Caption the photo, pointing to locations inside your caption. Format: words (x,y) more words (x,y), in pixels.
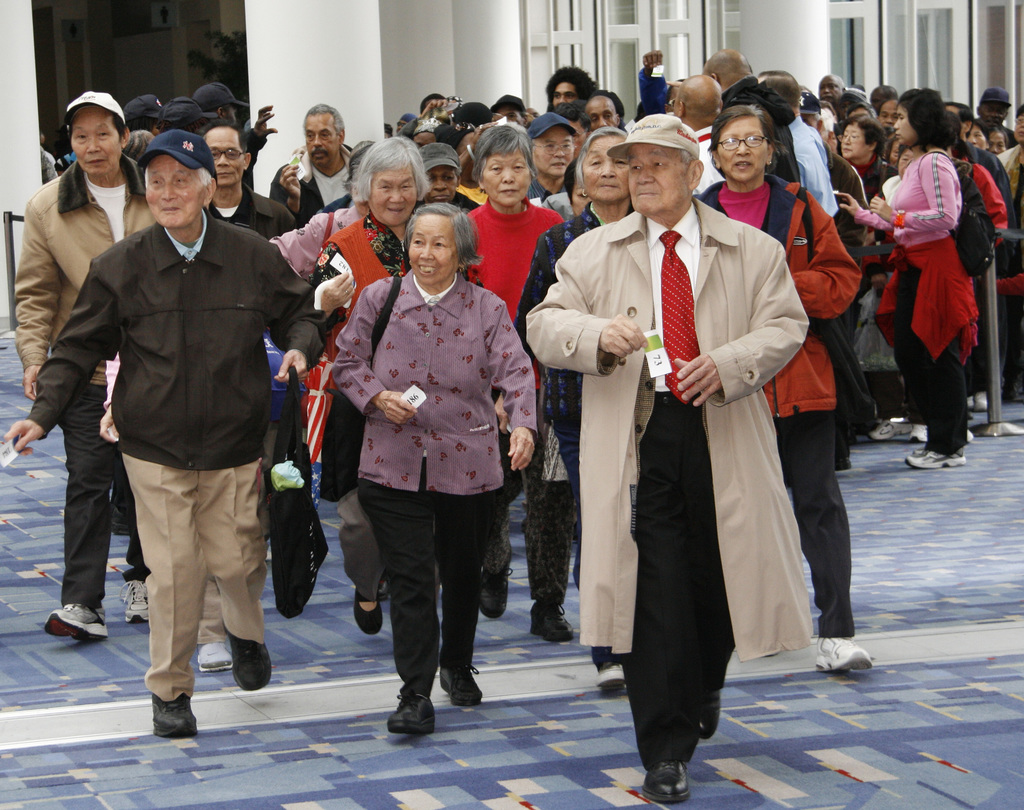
There are many people (539,360) walking. Some are wearing caps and holding bags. In the back (385,32) there is a building (670,20) with windows (835,42).
